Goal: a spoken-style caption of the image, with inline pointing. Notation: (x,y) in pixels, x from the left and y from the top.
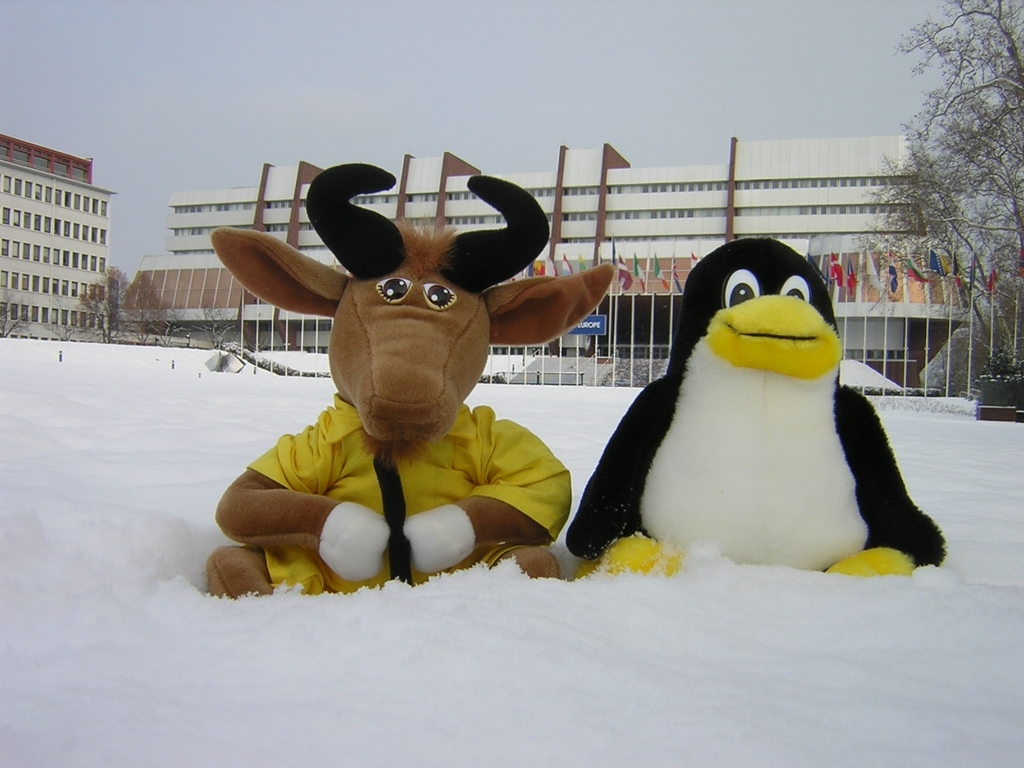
In this image in front (768,254) there is a depiction of a bull (346,252) and penguin (713,294). At the bottom (510,703) there is snow (120,606) on the surface (133,450). In the background (643,233) there are buildings (696,211), trees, flags (909,263) and sky (719,80). We can see in front of the building (612,349) there is a blue board (605,325).
